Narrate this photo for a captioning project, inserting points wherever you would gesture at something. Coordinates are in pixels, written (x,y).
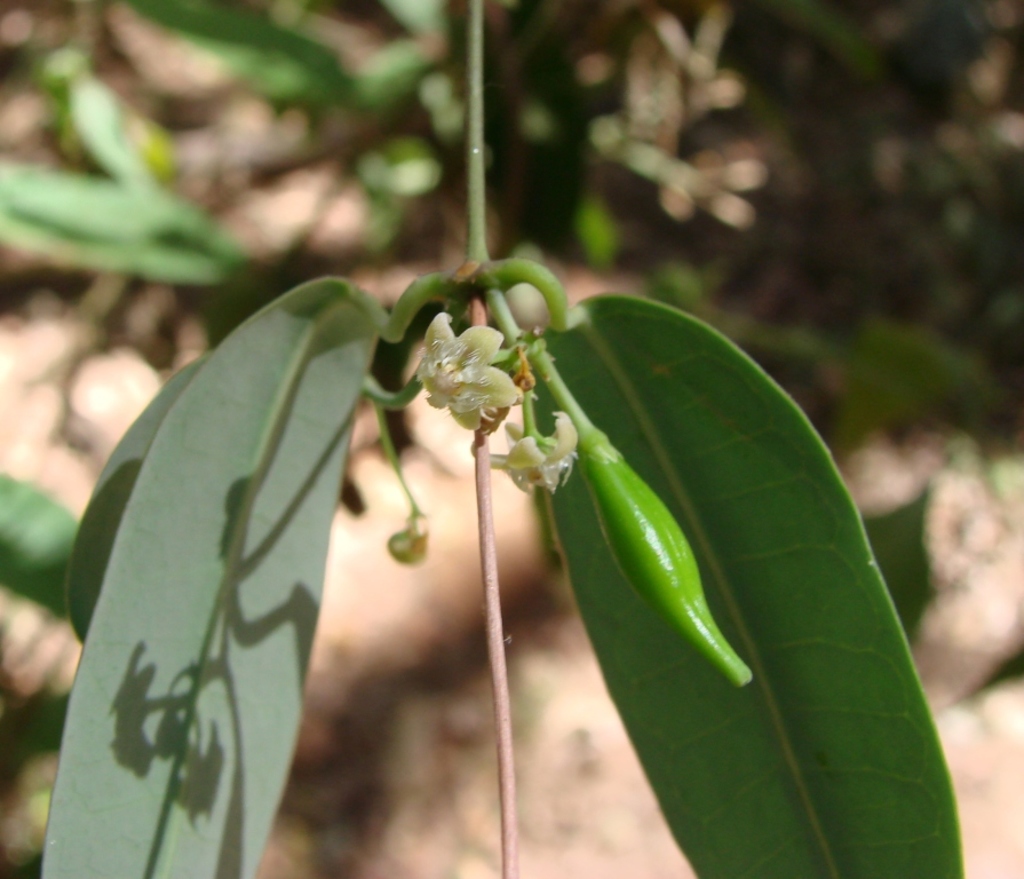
In this picture we can see leaves (687,664) and a branch (487,450) in the front (494,525), we can see a blurry background (825,138).
